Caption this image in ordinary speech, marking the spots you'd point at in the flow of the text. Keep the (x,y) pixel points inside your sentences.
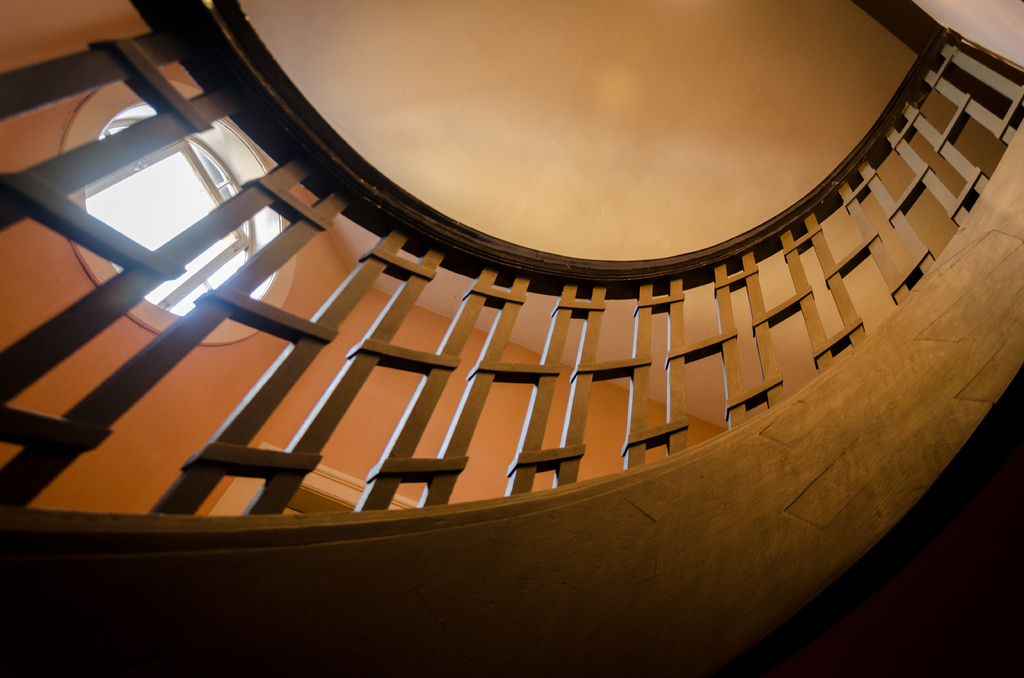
In the foreground of this picture (399,430) we can see the railing (476,232) and at the top (581,59) we can see the roof (537,74) and in the background (423,333) we can see the wall (305,411) and the window (135,201).
